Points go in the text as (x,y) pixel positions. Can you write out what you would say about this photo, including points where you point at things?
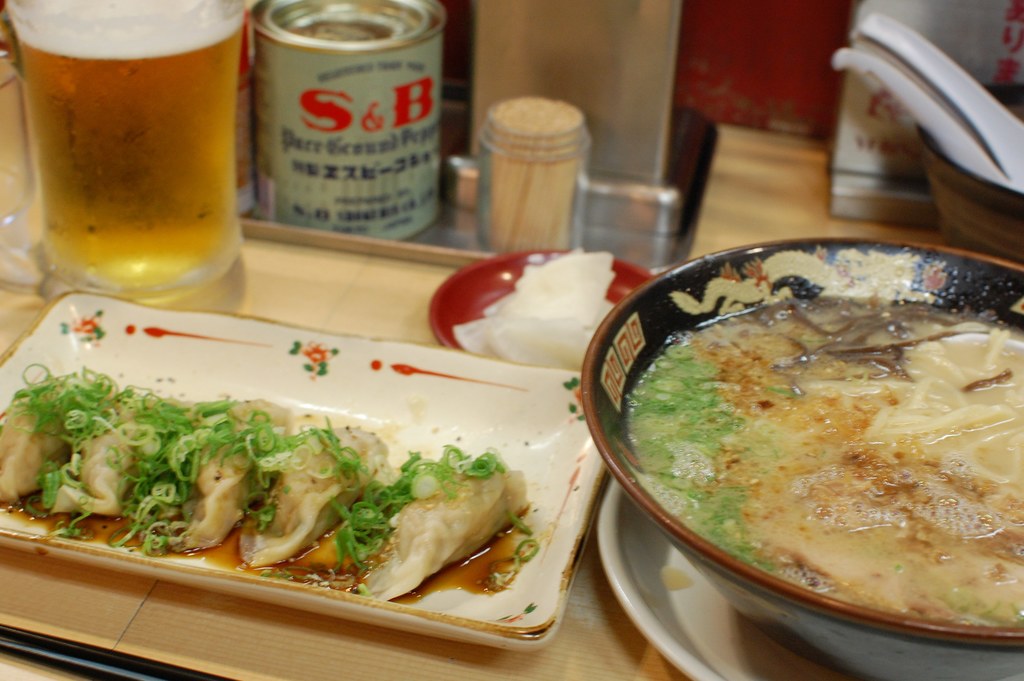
Here on a table (395,660) we can see a food item (317,574) in a plate (317,592) and on the right (852,464) there is a food item (744,483) and soup (794,463) in a bowl (918,656) on the plate (665,564) and there are also jars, toothpicks (531,163) in a small jar (545,156) are on the tray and there are spoons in a bowl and other objects (591,17).
